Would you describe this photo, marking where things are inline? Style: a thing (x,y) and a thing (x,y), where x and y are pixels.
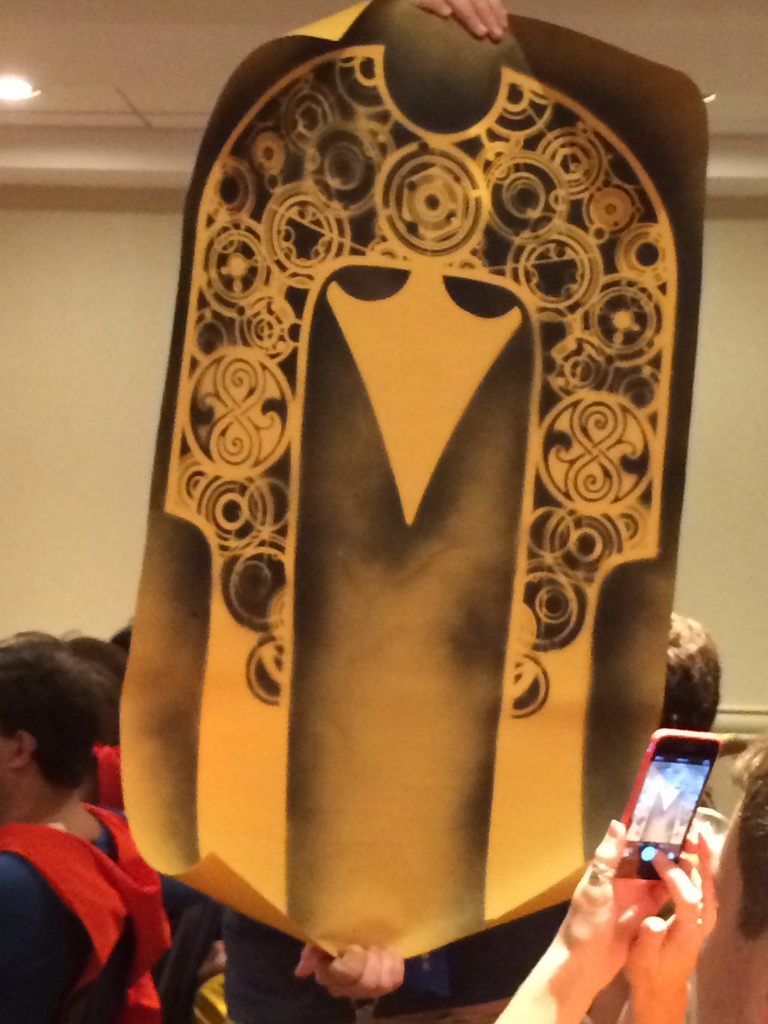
In this picture there are people (410,962), among them there is a person (430,973) holding a poster (455,674). In the background of the image (117,332) we can see wall (60,315) and light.
